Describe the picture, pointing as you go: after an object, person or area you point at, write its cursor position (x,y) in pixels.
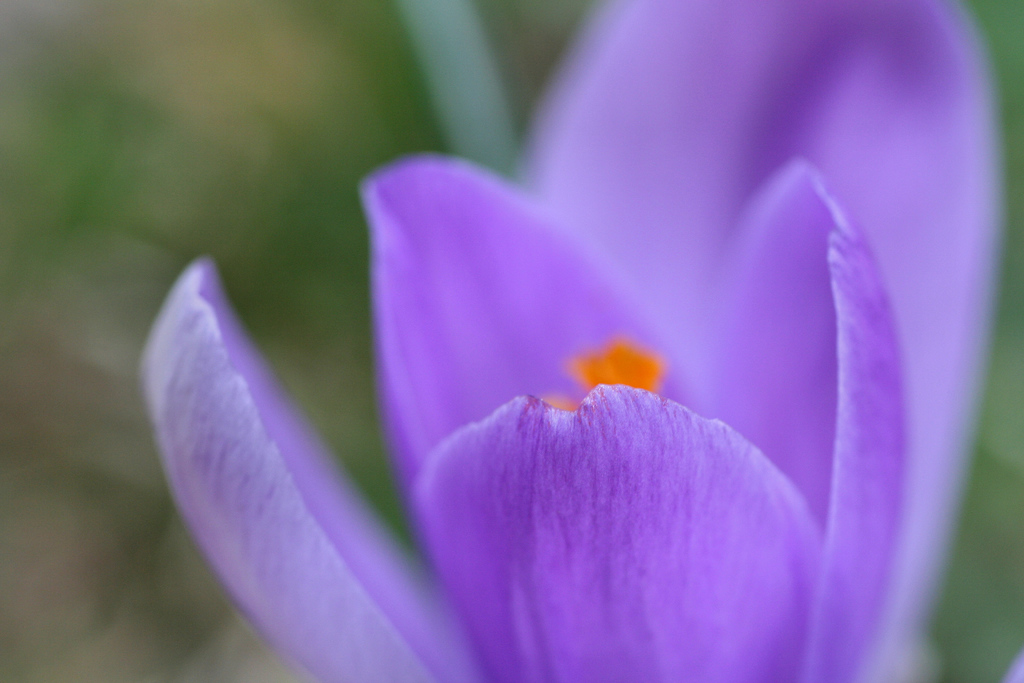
In this picture there is a purple color flower (758,243) in the foreground (797,465). At the back (170,174) the image is blurry and there might be a plant (173,248).
